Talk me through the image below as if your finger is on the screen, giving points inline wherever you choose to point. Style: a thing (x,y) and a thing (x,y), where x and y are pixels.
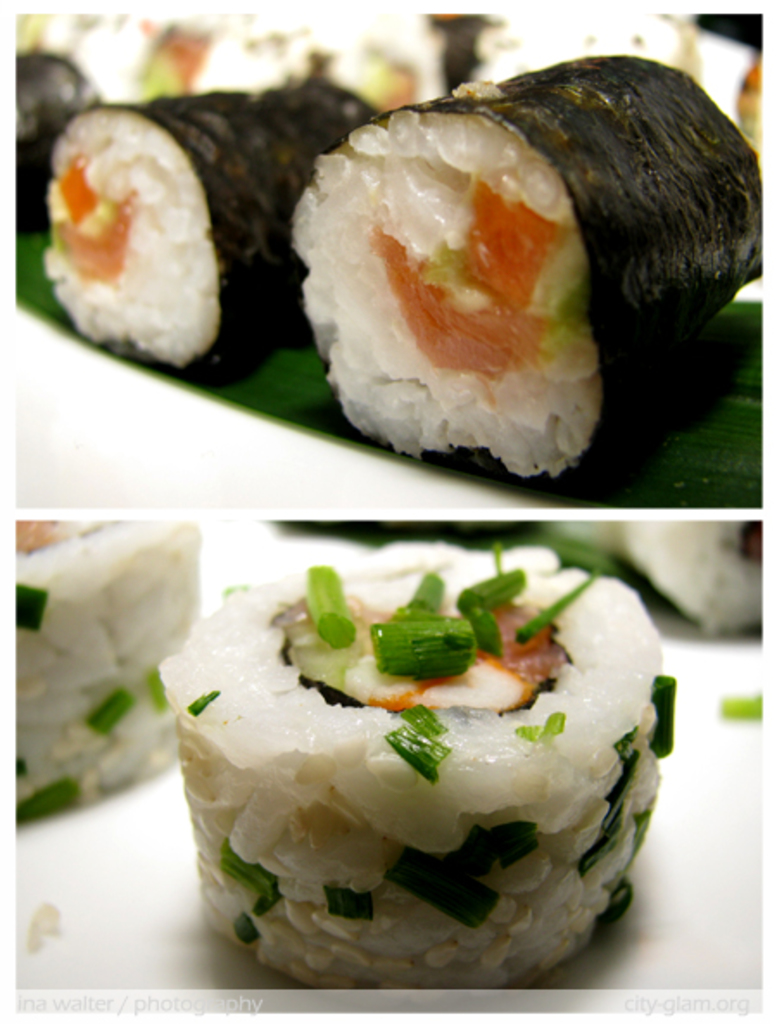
This is a collage picture. Here we can see food (498,409).
